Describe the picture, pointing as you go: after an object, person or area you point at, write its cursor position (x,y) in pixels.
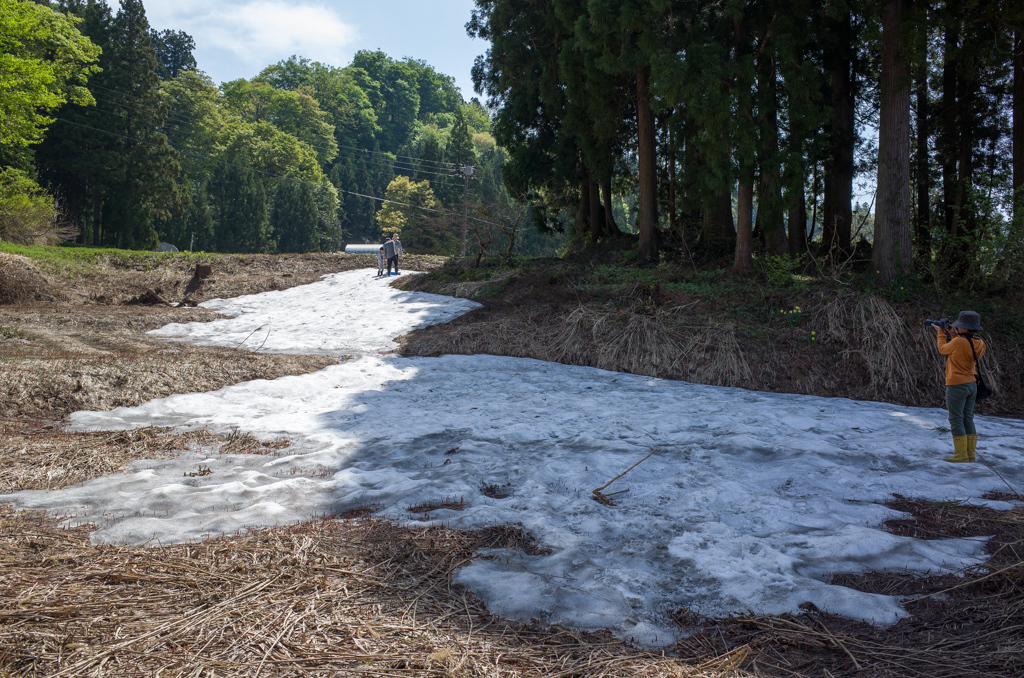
In this picture we can see some people (941,341) on the ground (379,364), trees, grass (673,353) and in the background (239,37) we can see the sky (386,33) with clouds (237,19).
